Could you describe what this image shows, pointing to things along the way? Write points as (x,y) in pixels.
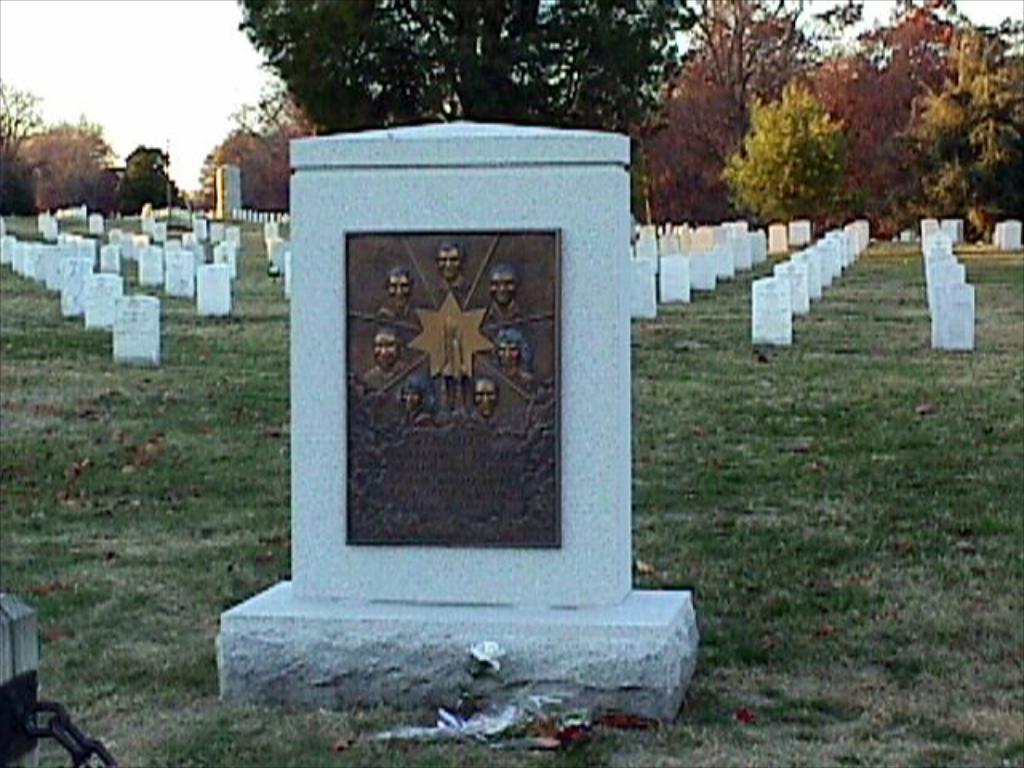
In this image I can see the cemetery (243,387) in which I can see number of tombstones (187,274) which are white in color. I can see a brown colored board (496,307) to the tombstone (446,322). In the background (236,142) I can see few trees (299,126) and the sky (185,85).
